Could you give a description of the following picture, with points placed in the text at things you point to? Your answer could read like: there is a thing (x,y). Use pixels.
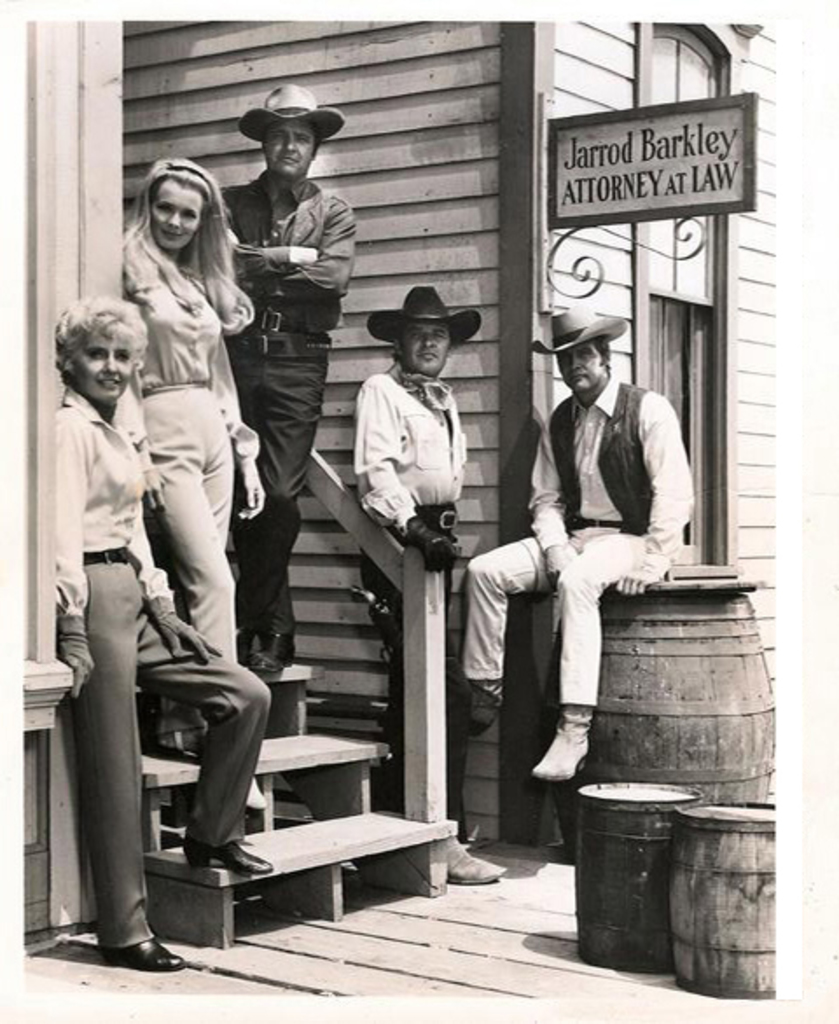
It is a black and white image, on the left side (196,242) 2 women (146,261) are standing, they wore shirts (184,362), trousers (170,539). In the middle (281,618) a man (247,588) is standing on the staircase (324,487), he wore hat (313,133), shirt (307,307), trouser (283,366). On the right side (570,622) a man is sitting on the barrel (649,652) and also there is a board (715,186) to this wooden house (515,174).
